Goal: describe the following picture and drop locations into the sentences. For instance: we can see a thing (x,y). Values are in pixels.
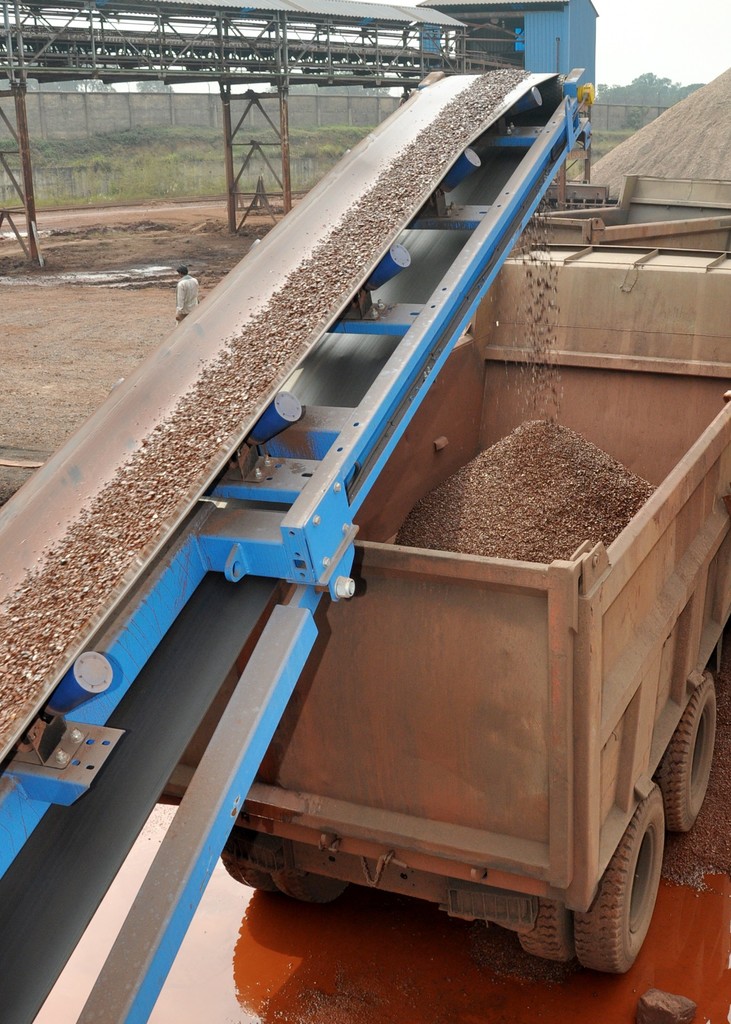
In this image, we can see a truck (436,607). At the bottom (361,989), there is a mud (229,938). Here there is a machine (271,489). Background we can see few trees (657,86) and plants (204,164). Here there is a shed (530,27), rods (253,38), person (186,301) and sky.
